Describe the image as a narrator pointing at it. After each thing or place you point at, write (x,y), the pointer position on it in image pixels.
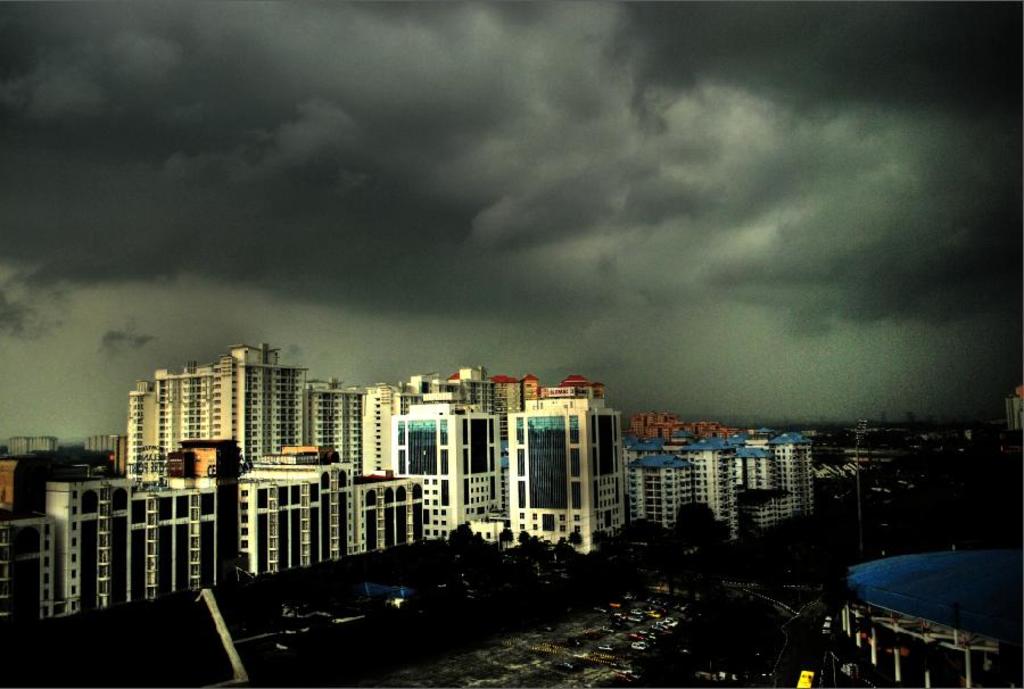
In the picture I can see buildings (471,507), trees (691,525), vehicles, poles (875,658) and some other objects (891,663) on the ground (402,637). In the background (550,191) I can see the sky (574,213). The image is little bit dark.
